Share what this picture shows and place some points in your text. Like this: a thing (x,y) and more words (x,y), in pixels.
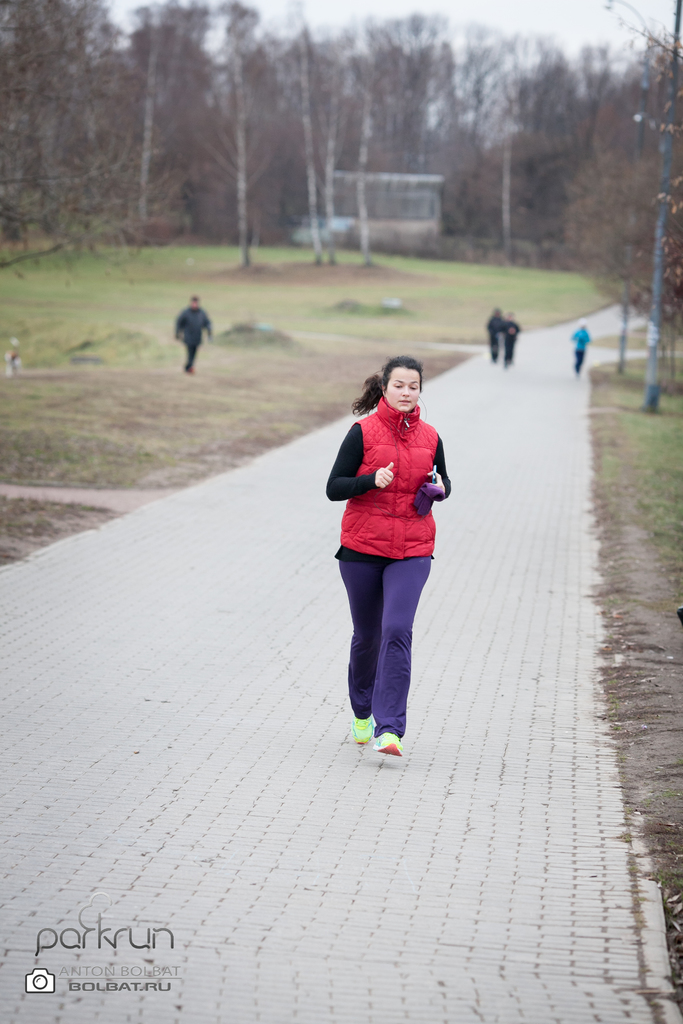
This image consists of a woman (344,524) running. She is wearing red jacket (408,537). At the bottom (155,910), there is a road (91,886). To the left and right, there are trees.
